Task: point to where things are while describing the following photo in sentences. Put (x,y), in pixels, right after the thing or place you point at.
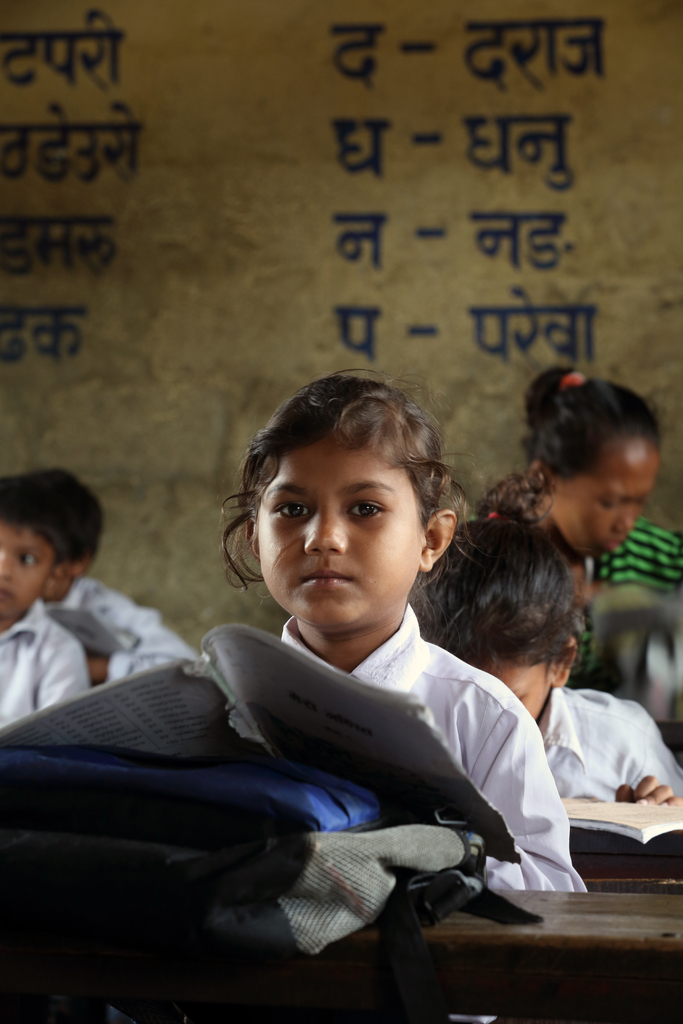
The image consists of a girl (360,592) with a school bag (421,919) in front (303,769) on a desk (595,954) and there are two girls (526,616) in the back side (567,710).
